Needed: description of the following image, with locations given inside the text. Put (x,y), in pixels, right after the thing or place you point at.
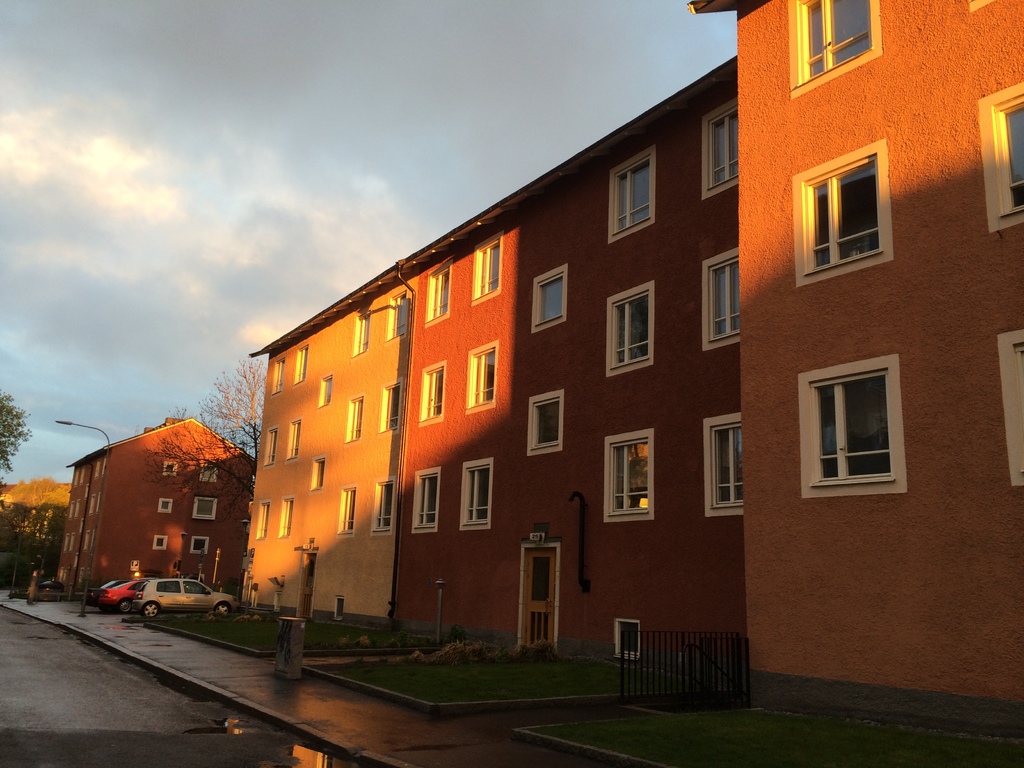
In this image I can see the building (400,446) with windows (531,430). In-front of the buildings (482,473) I can see the vehicles (179,584), poles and the railing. In the background (42,409) I can see the trees (26,577), clouds (237,162) and the sky (333,11).
